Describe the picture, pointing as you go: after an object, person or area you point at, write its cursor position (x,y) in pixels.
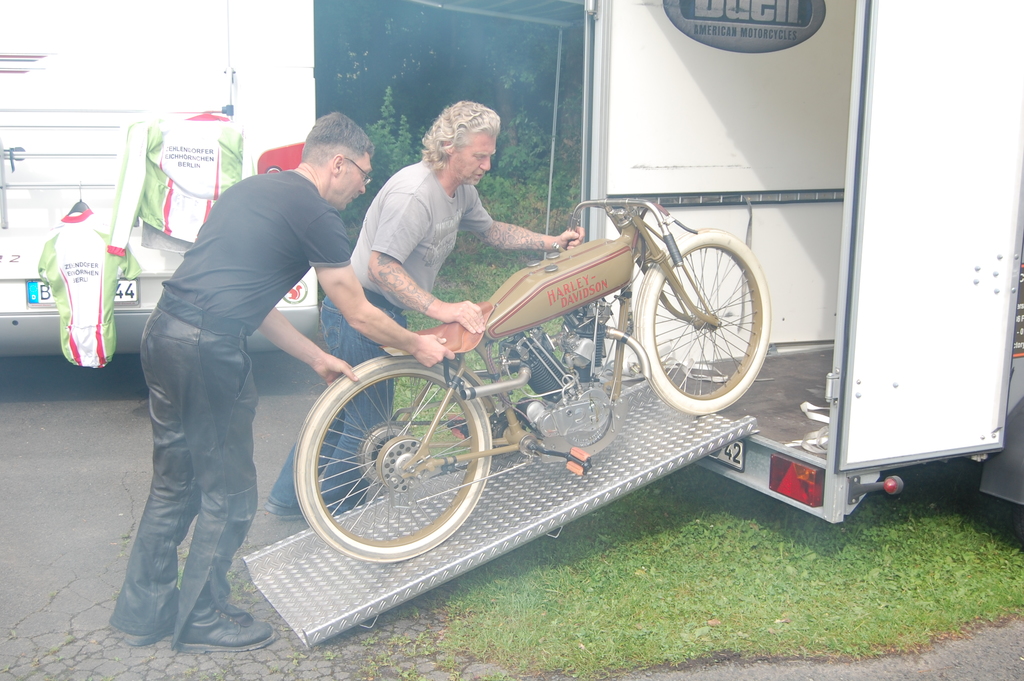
In this there are two men (392,319) who are pushing the motorcycle (478,392) into the trolley (793,129). At the bottom (534,593) there is a grass (779,619). At the background (387,112) there is a bus (146,33), clothes (179,152) and trees (413,70).
